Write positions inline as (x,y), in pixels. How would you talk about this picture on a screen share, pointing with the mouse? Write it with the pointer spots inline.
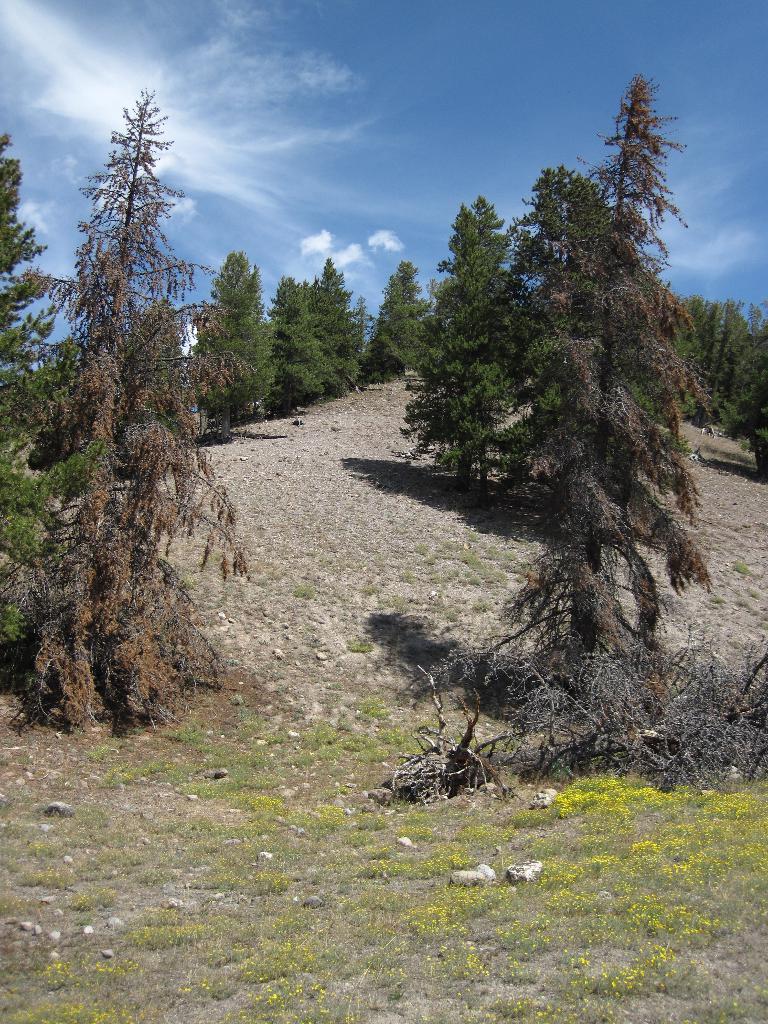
In this picture we can observe some trees (242,357) and grass (316,852) on the ground (277,866). There are some small stones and sand (399,548). In the background (276,146) there is a sky (255,67) and clouds (359,129).
